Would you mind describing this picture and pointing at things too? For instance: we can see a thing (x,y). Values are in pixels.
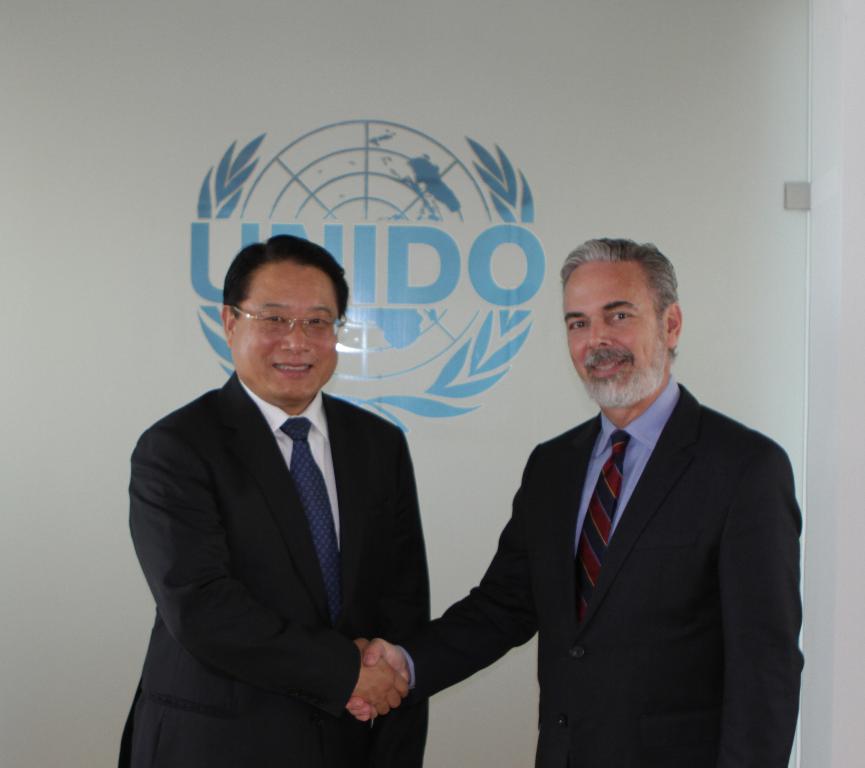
In this image, we can see two men (560,587) in suits (401,598) are holding hands (378,696) each other. They are smiling and seeing. Background (388,353) there is a banner (477,314).
